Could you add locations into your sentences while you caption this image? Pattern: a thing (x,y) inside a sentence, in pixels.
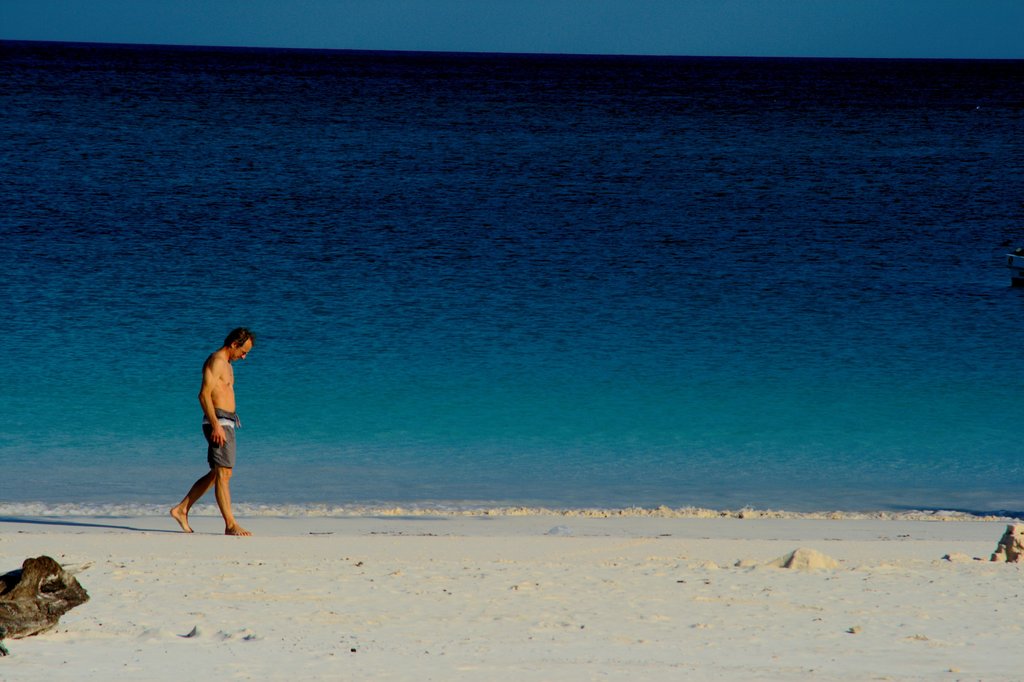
There is a person (206,411) walking on the sea shore (270,561). In the background (574,287) there is water (463,107) and sky (436,40).
